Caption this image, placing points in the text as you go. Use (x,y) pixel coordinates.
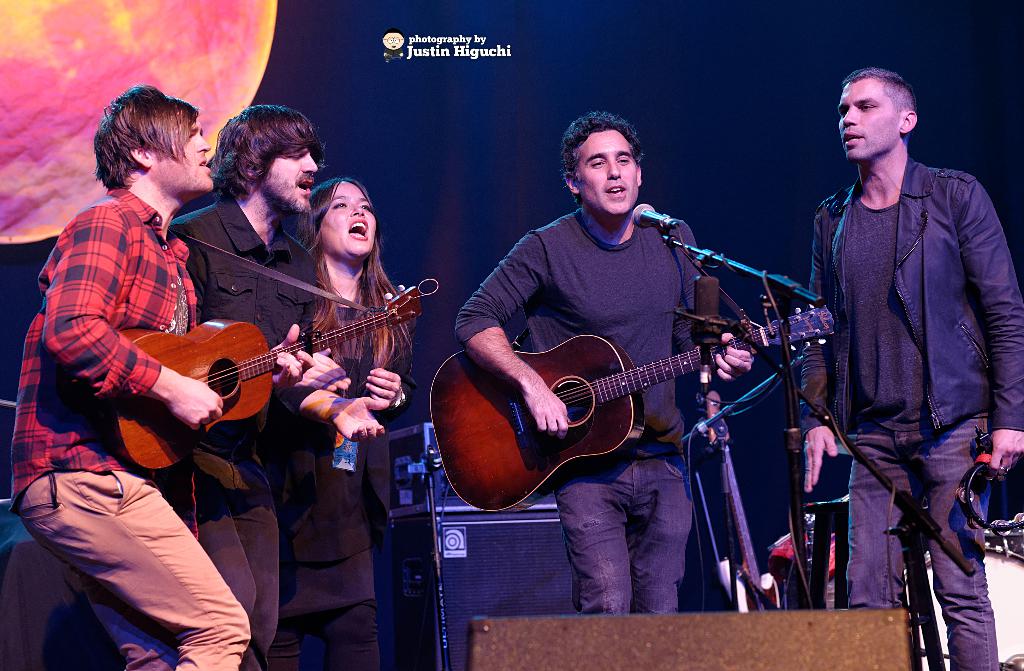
In this picture there are four men (885,211) and a woman (376,268) who are playing musical instruments (515,449). There is a mic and there is poster (51,70) at the background (253,72).
